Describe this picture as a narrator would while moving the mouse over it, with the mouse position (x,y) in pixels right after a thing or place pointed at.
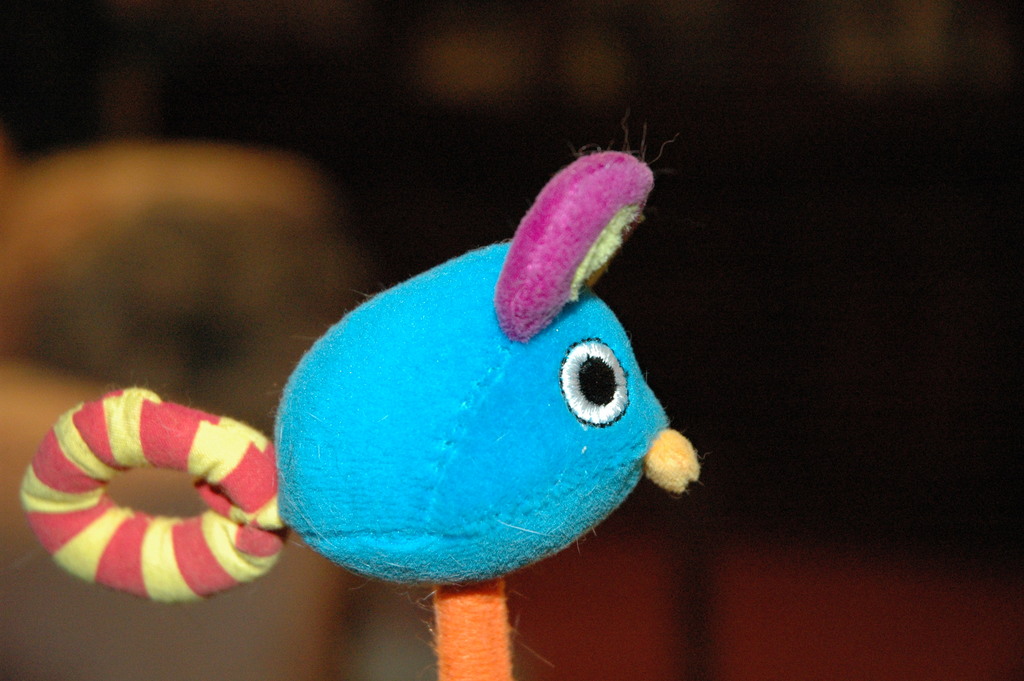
In the image there is a toy (435,446) in the front (460,508) and the background (797,369) is blurry.
